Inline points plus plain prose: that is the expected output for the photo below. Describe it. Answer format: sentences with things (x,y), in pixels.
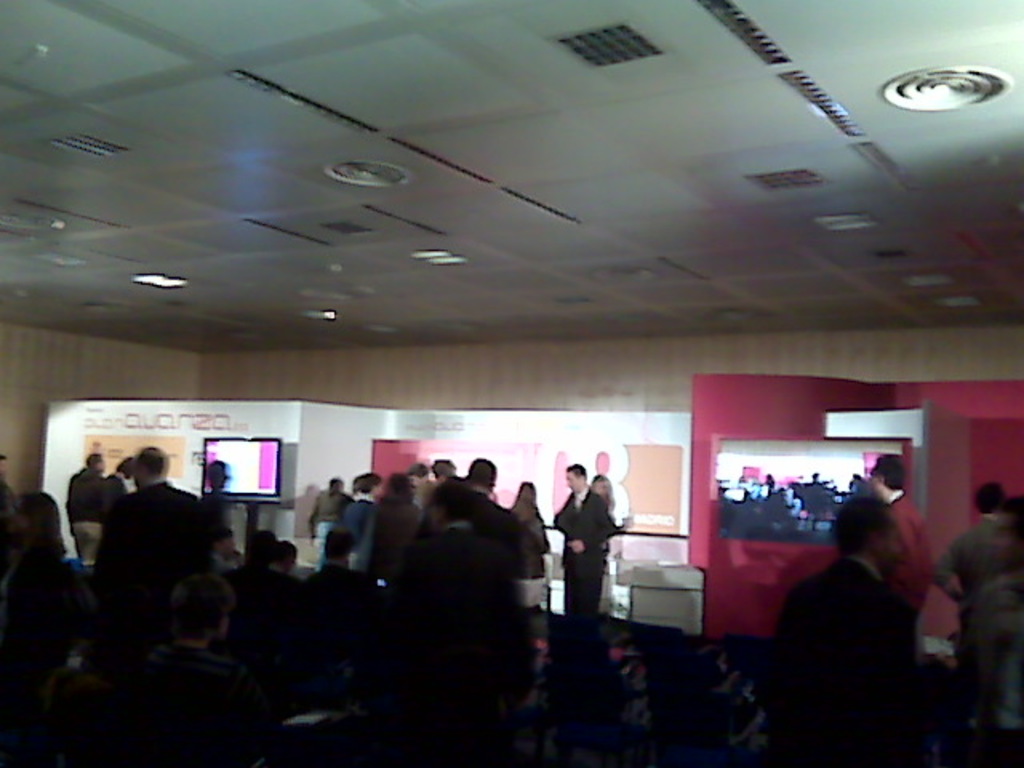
Here in this picture we can see group of people (508,560) standing here and there on the floor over there and behind them we can see a banner (286,517) present and we can also see a television (272,472) present on a stand (253,522) over there and on the roof (232,302) we can see lights (187,277) present over there.
